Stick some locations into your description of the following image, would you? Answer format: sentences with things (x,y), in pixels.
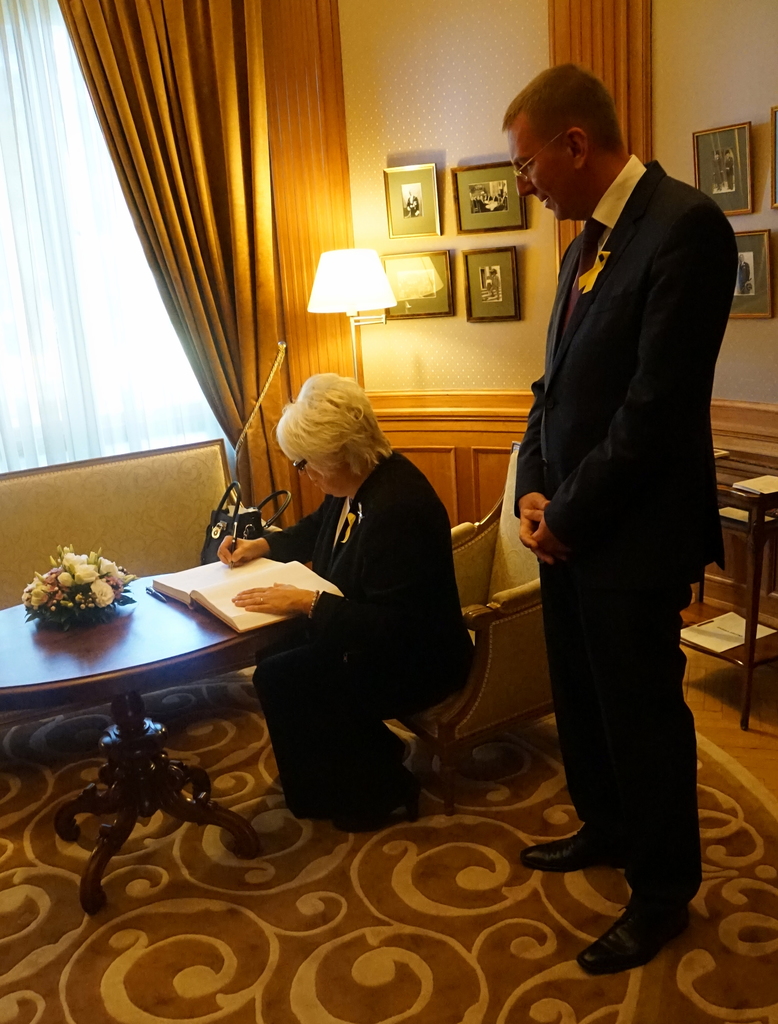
This woman (384,629) is sitting on a chair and writing on this book (227,589). On this table (126,643) there is a book (243,586) and flowers (102,584). Different type of pictures (419,173) on wall (491,236). At the corner of the room (364,313) there is a lantern lamp (354,298). This is window (98,314) with curtain (210,254). This person (599,379) is standing. A floor (758,743) with carpet (744,768).
